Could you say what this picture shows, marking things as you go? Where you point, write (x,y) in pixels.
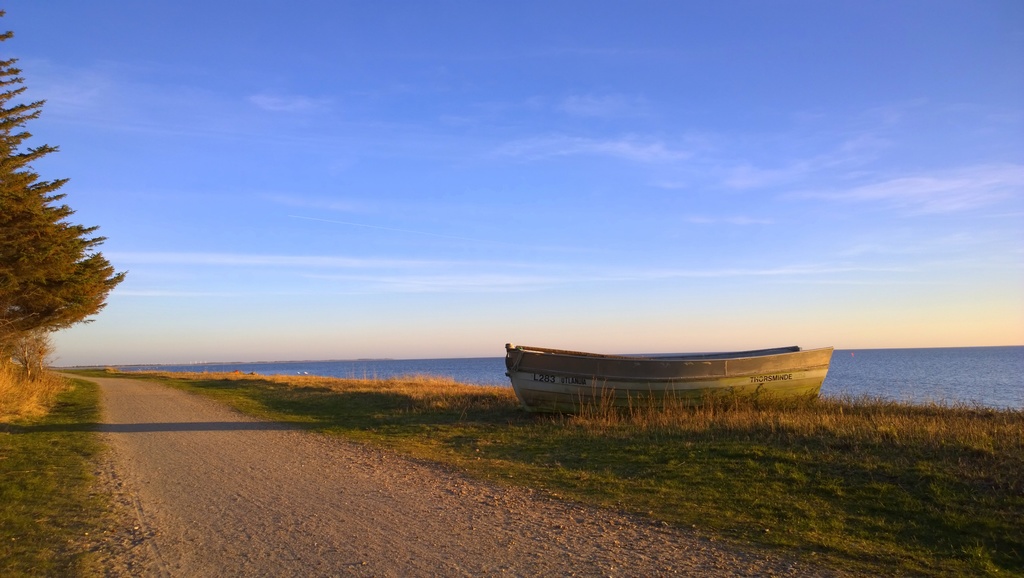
In this image we can see a boat (592,397) on the ground (673,403). On the left (65,306) there is a tree (80,313). In the background (950,338) there is water (911,369) and sky (927,235). At the bottom (792,498) there is grass (795,475).
